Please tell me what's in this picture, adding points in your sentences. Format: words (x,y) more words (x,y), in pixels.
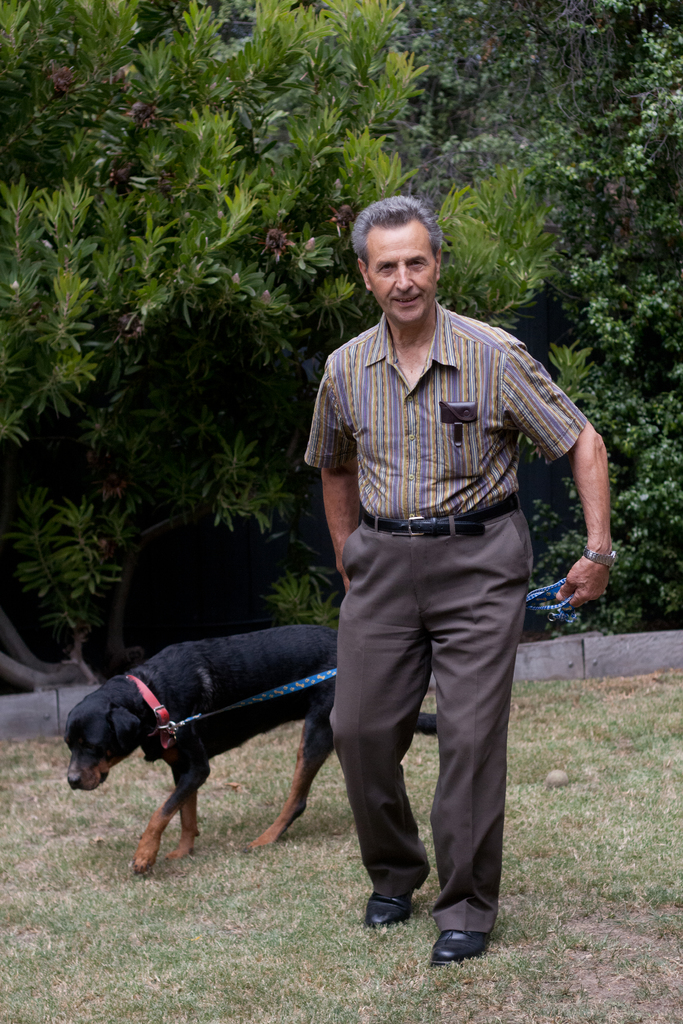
This is a picture of a man (354,656) who is walking by catching a dog (221,655) and at the back ground (648,419) there are trees (658,375), plants (637,419) and the grass (169,879).
